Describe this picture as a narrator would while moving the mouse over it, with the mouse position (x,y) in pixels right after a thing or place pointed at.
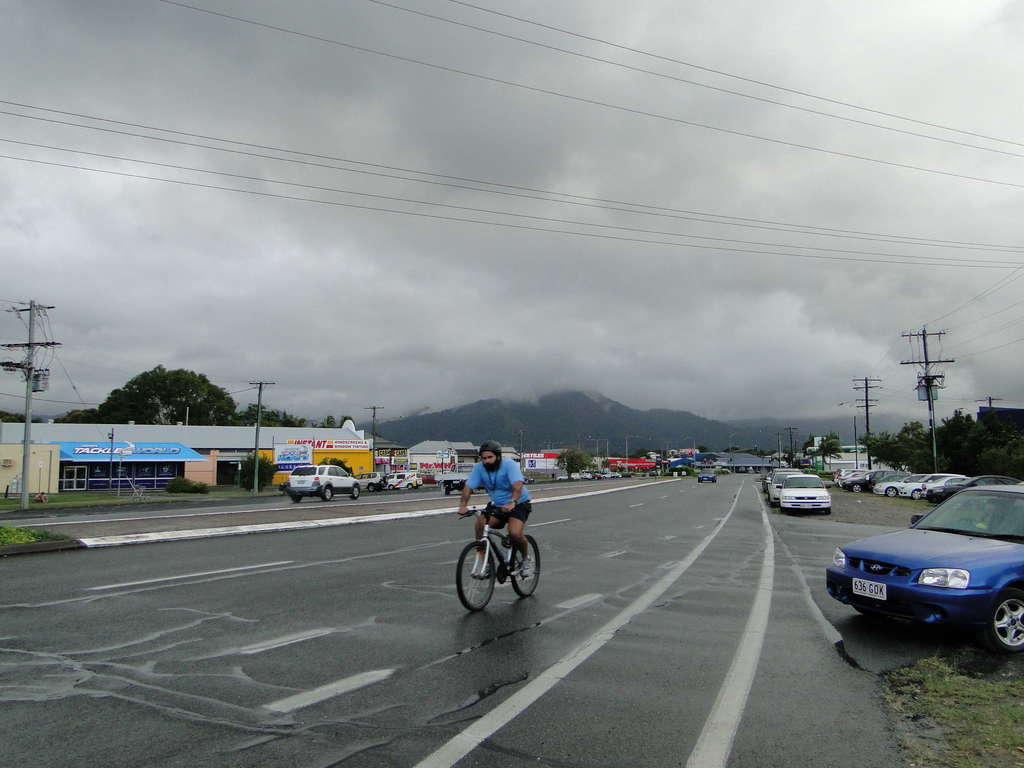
In this image there is a person (487,488) riding a bicycle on the road (431,614), and there are vehicles (967,521), shops (0,431), trees (1022,461), hills (577,411), poles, and in the background (568,305) there is sky (583,322).
